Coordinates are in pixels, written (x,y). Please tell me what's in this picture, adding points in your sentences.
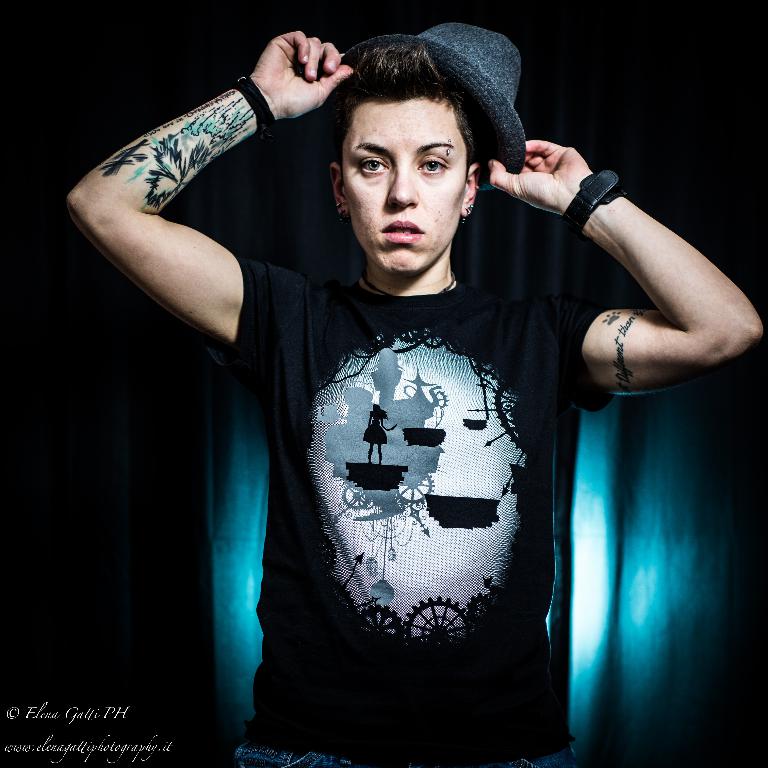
In this picture we can see a person (336,483), he is holding a cap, at the back of him we can see a curtain (573,524) and in the background (753,366) we can see it is dark, in the bottom left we can see some text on it.
